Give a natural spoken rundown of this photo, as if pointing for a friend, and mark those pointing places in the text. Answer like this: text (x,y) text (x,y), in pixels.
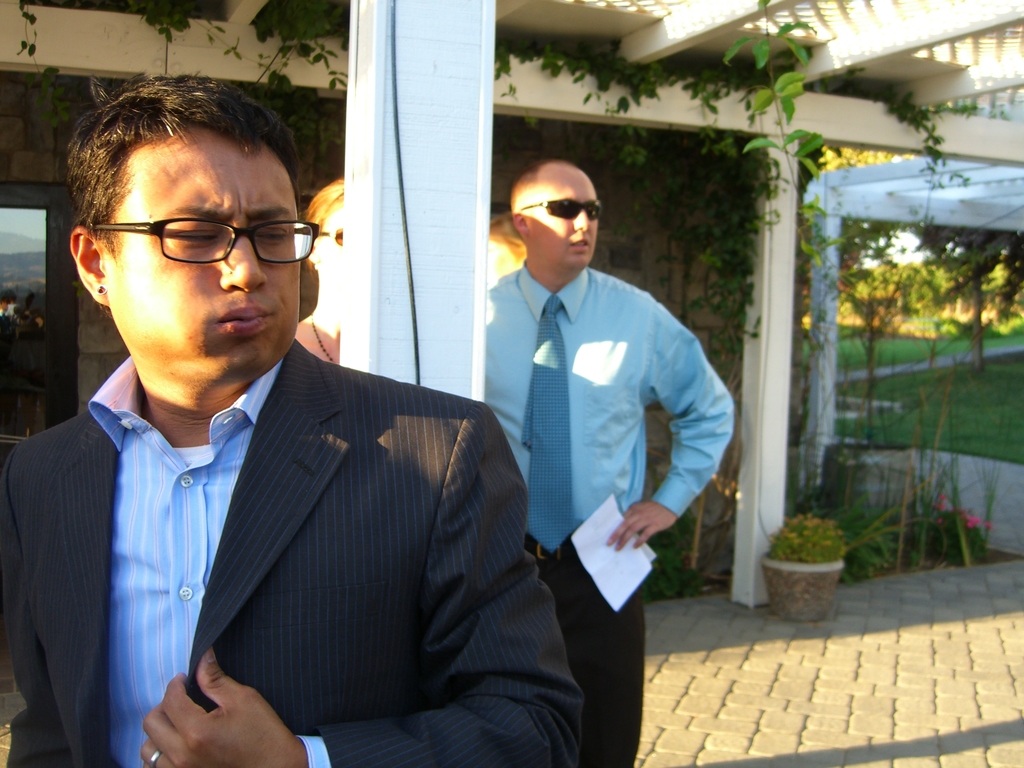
In this picture we can see a man (151,659) wore spectacles (264,243), blazer (331,662) and at the back of him we can see a person (327,221), man (534,189) holding papers (606,540) with his hand (622,528) and in the background (822,519) we can see a house plant (809,517) on the ground (817,685), grass (908,401), pillars (775,419), trees (933,276) and some objects (848,186).
